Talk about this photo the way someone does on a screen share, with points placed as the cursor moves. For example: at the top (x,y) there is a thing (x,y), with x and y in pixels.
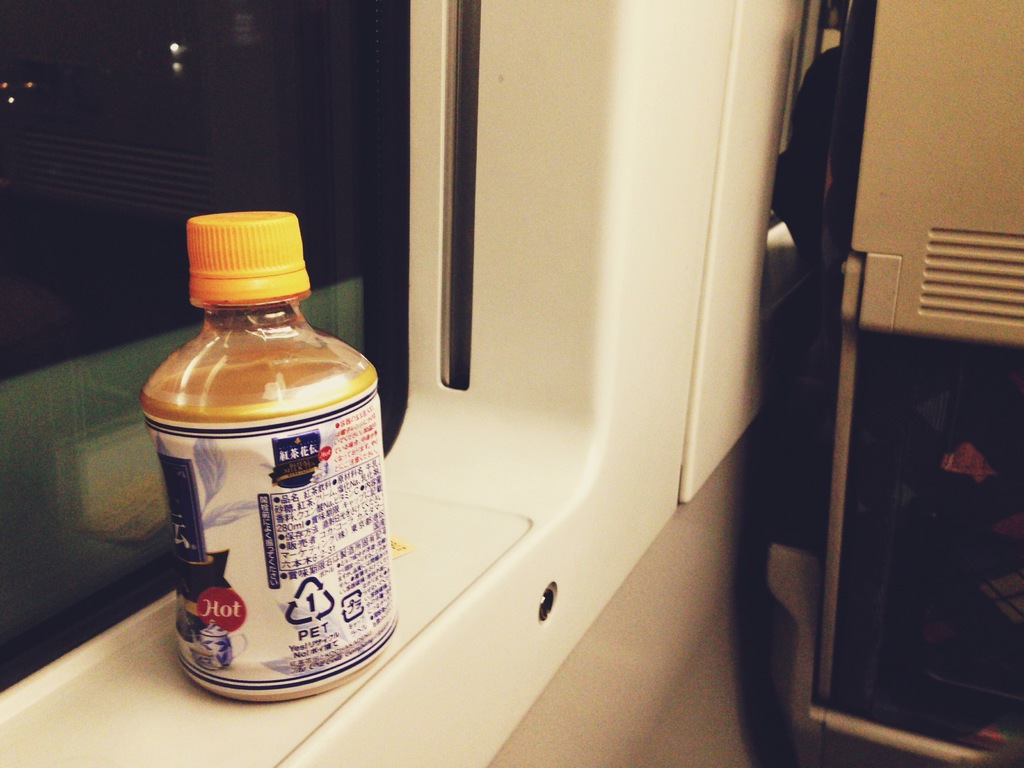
In the picture, there is a bottle (266,421) kept in front of the window (110,449) and beside the window (72,597) there is a seat (872,328).
